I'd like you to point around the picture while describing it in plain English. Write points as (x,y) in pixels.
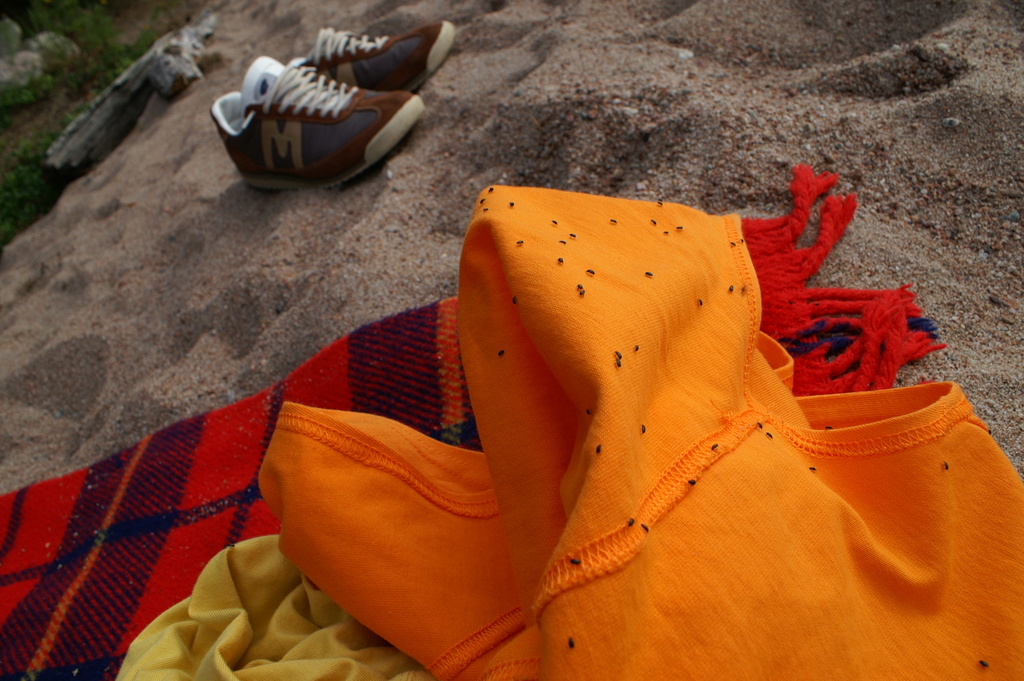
In this image we can see some clothes (587,295) and shoes (368,157) which are placed on the heap (367,225) of the sand (92,173). We can also see some grass (45,202).
